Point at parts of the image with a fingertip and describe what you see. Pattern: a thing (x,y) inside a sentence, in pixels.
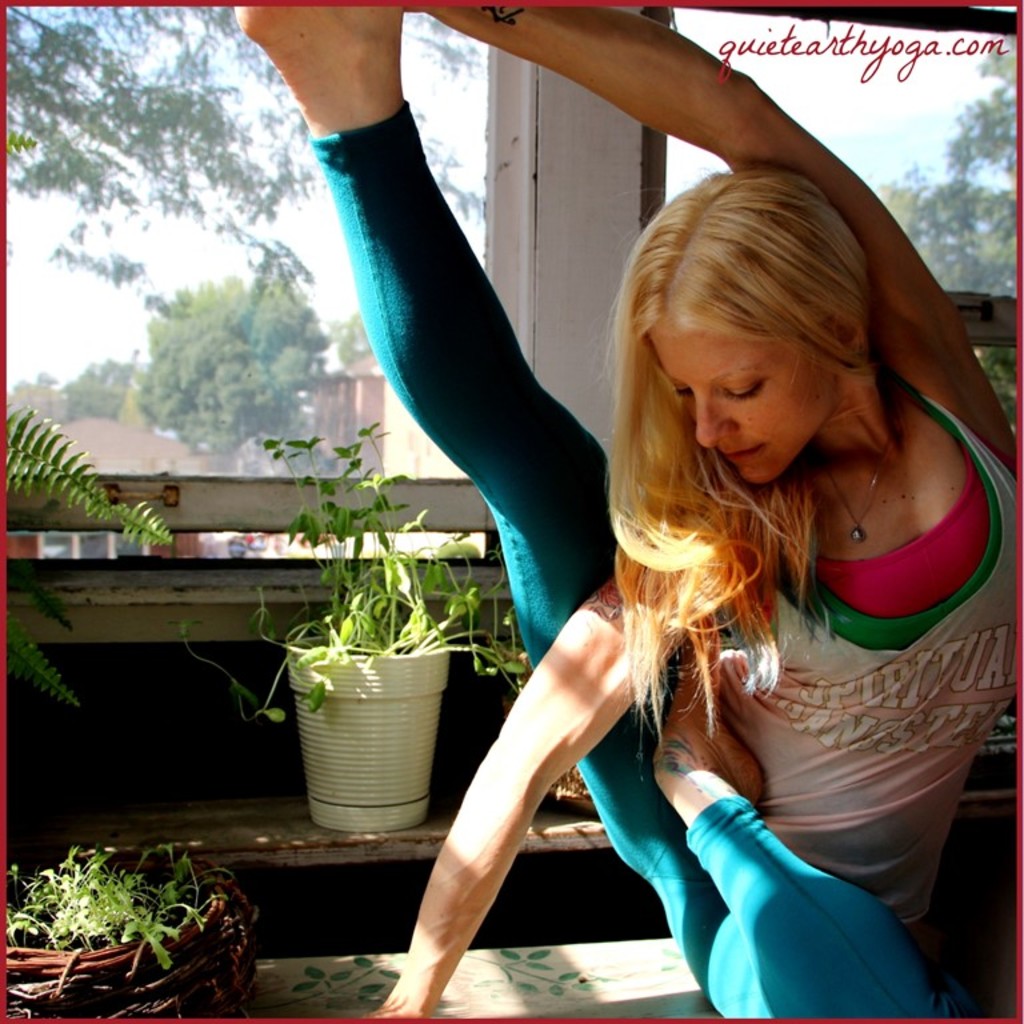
In this picture we can see a woman (555,551), beside to her we can find few plants (350,582), in the background (217,359) we can find few trees (201,326) and houses (96,423).
